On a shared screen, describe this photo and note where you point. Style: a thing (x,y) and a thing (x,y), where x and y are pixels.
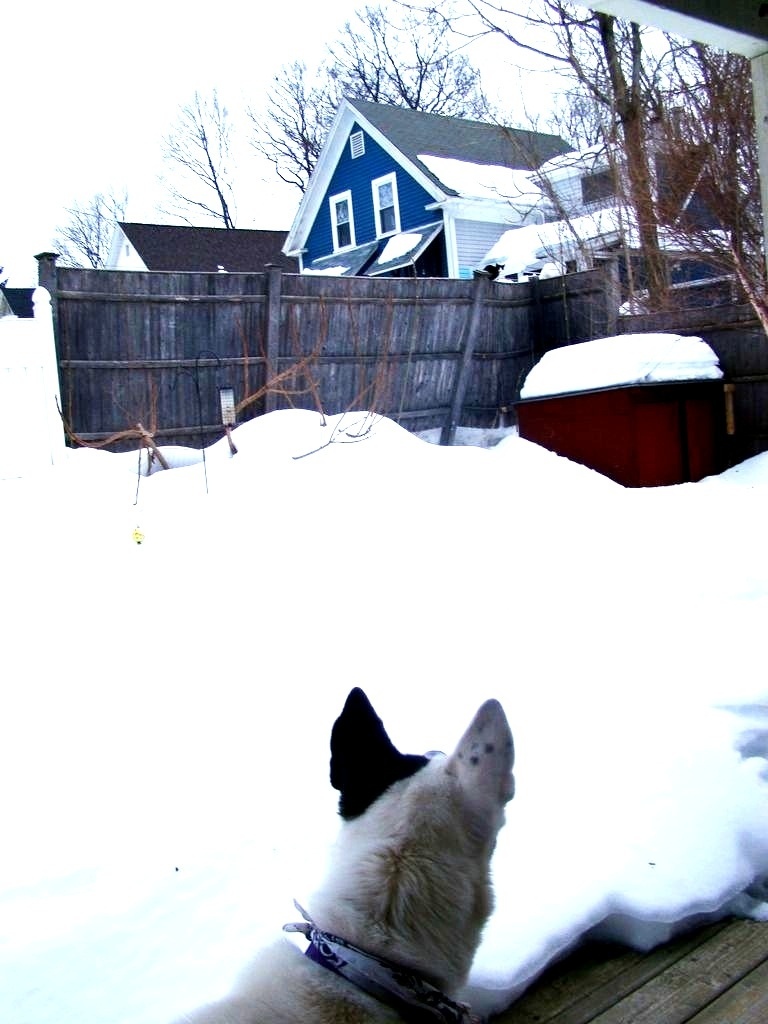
In this image we can see buildings (463,122), fences (412,306), trees (566,39) and ground (464,576) which are covered with snow (312,484). In the background (283,80) we can see sky (133,109).
